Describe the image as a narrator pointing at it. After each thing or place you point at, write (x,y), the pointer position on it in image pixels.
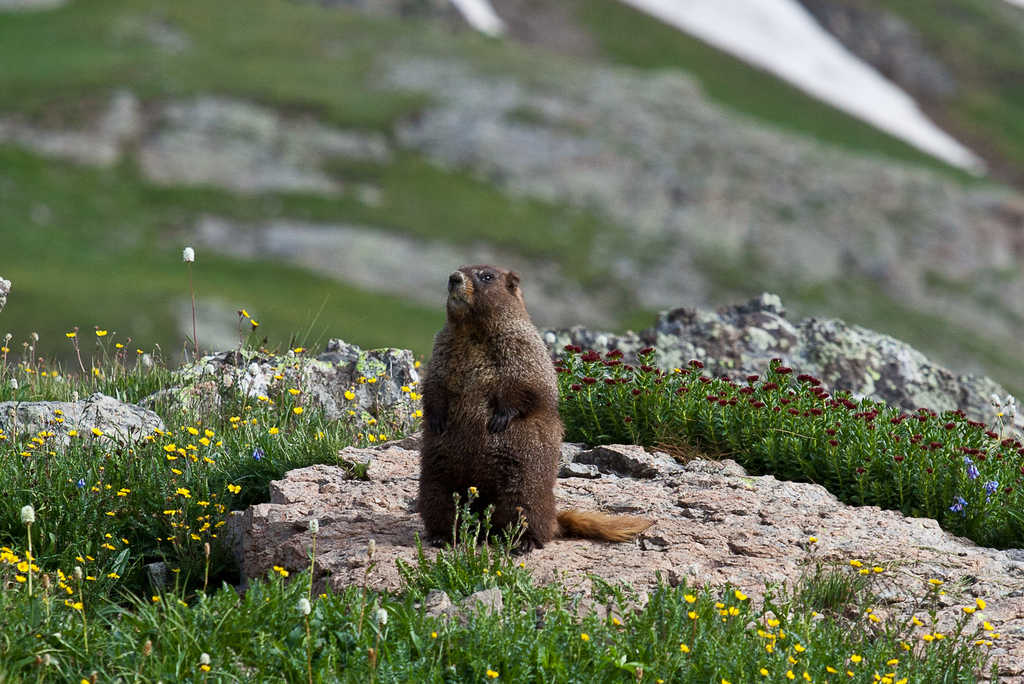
In the center of the image (516,454) we can see an animal (506,457) and there are rocks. At the bottom (182,531) there are shrubs (98,618) and we can see flowers (96,491).
